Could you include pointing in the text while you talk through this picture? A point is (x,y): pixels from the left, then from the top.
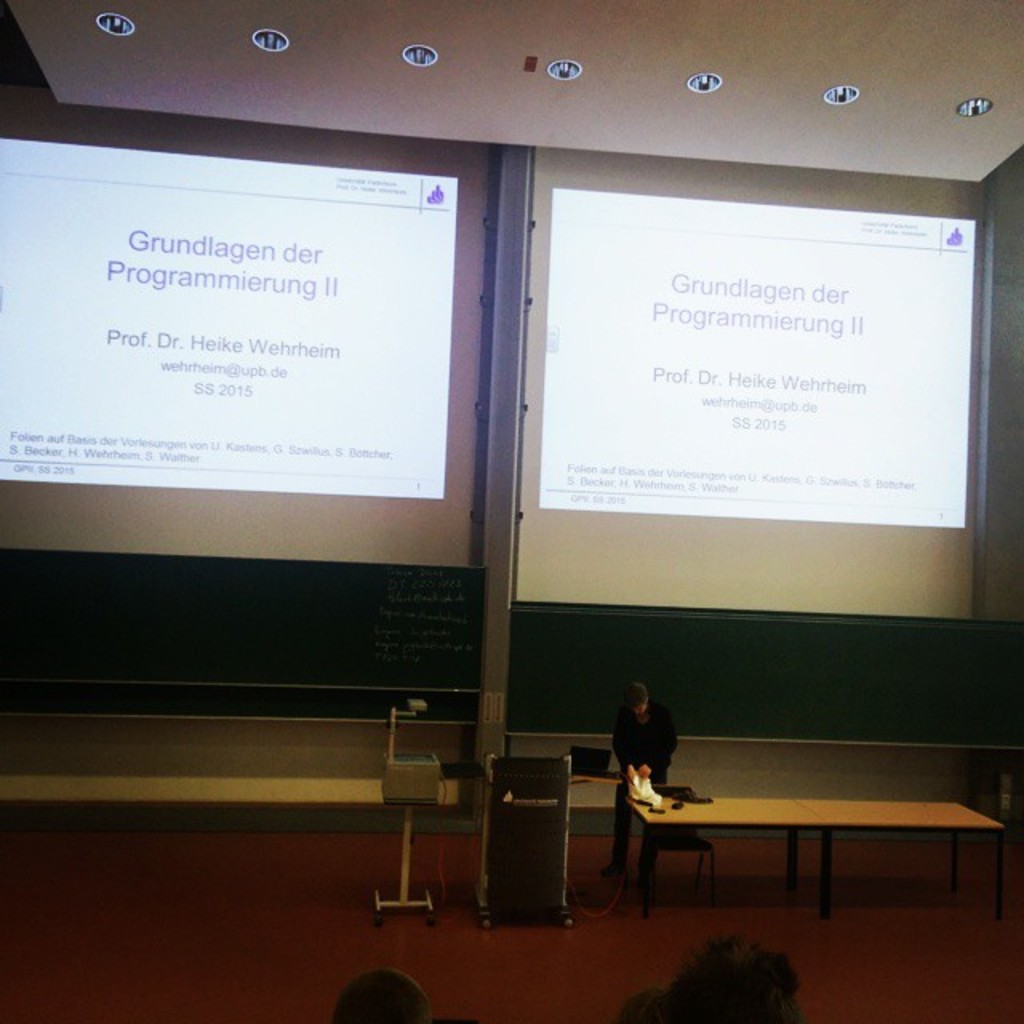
On wall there are screens (672,378). This person (665,719) is standing. On this table (673,816) there are things (659,804). This is projector (411,784) with stand (408,885).
